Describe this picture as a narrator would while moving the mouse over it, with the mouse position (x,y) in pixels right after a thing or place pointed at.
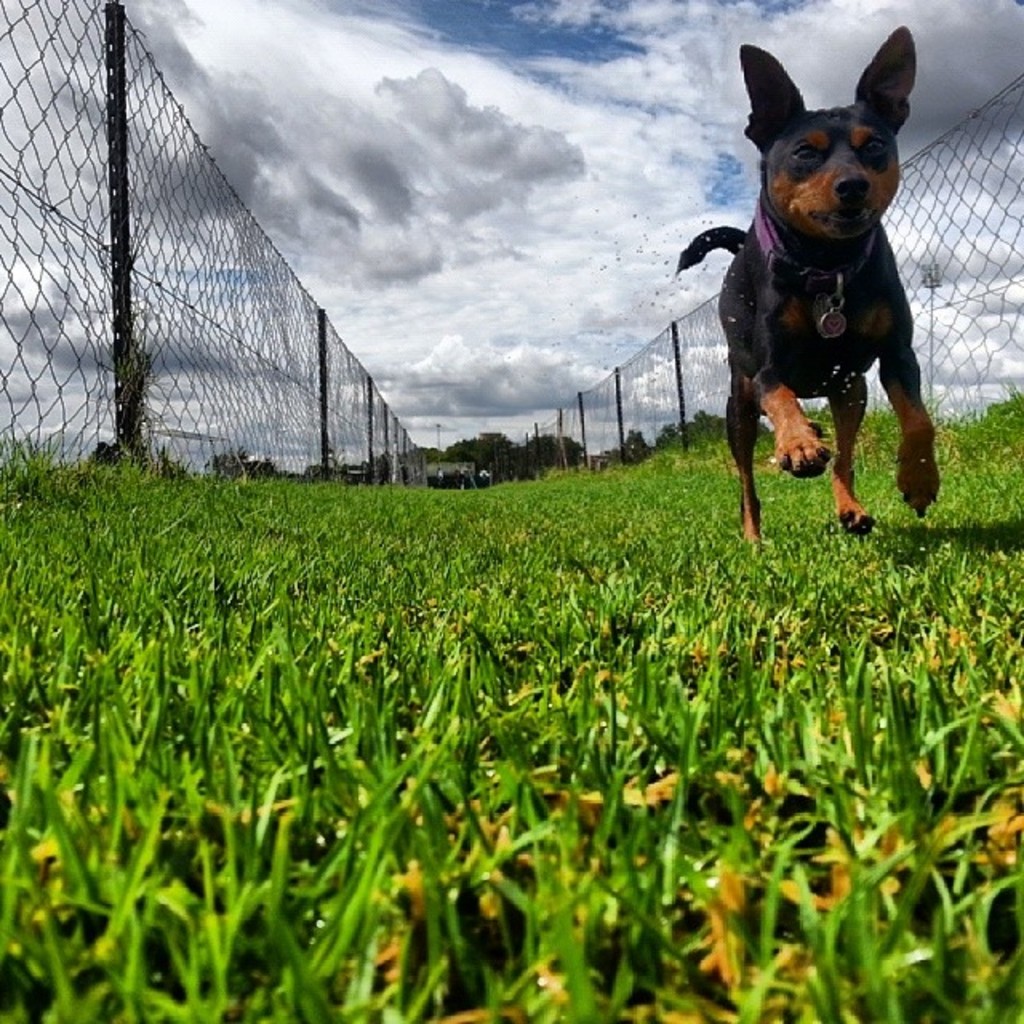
In this image there are clouds (231,378) in the sky (193,316), there is fencing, there is grass (742,674), there is a dog (838,253) running.
